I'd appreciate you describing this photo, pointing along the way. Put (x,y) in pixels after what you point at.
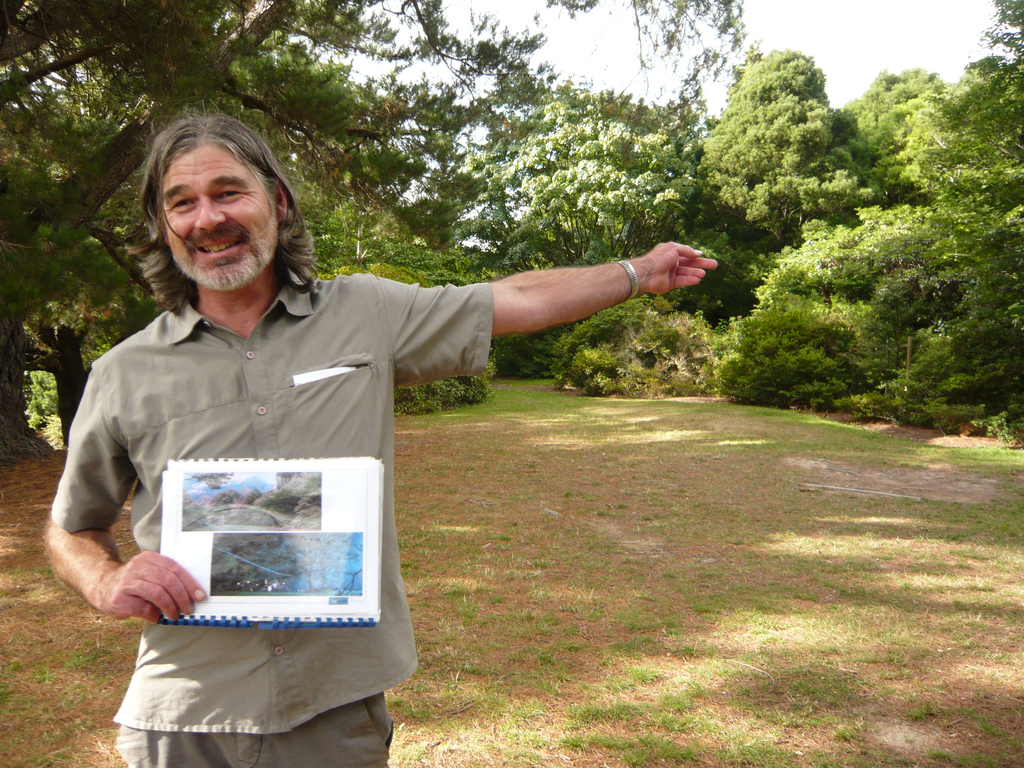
In this image on the left side (233,345) there is one person (191,656) standing and he is holding some book (236,483), at the bottom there is grass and sand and in the background (784,278) there are some trees (346,157).
